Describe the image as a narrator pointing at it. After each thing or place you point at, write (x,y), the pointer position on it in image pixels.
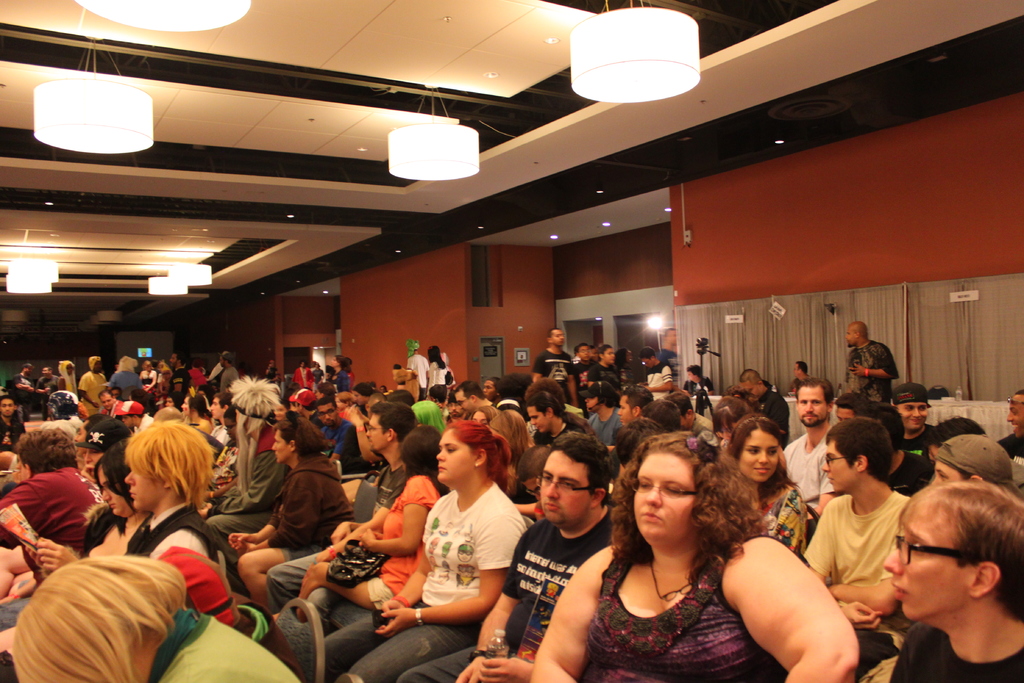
In this picture I can see a group of people (541,490) among them some are standing and others are sitting on chairs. In the background (329,334) I can see a wall (445,292) and curtains (864,317). Here I can see lights (112,149) on the ceiling (200,168).
